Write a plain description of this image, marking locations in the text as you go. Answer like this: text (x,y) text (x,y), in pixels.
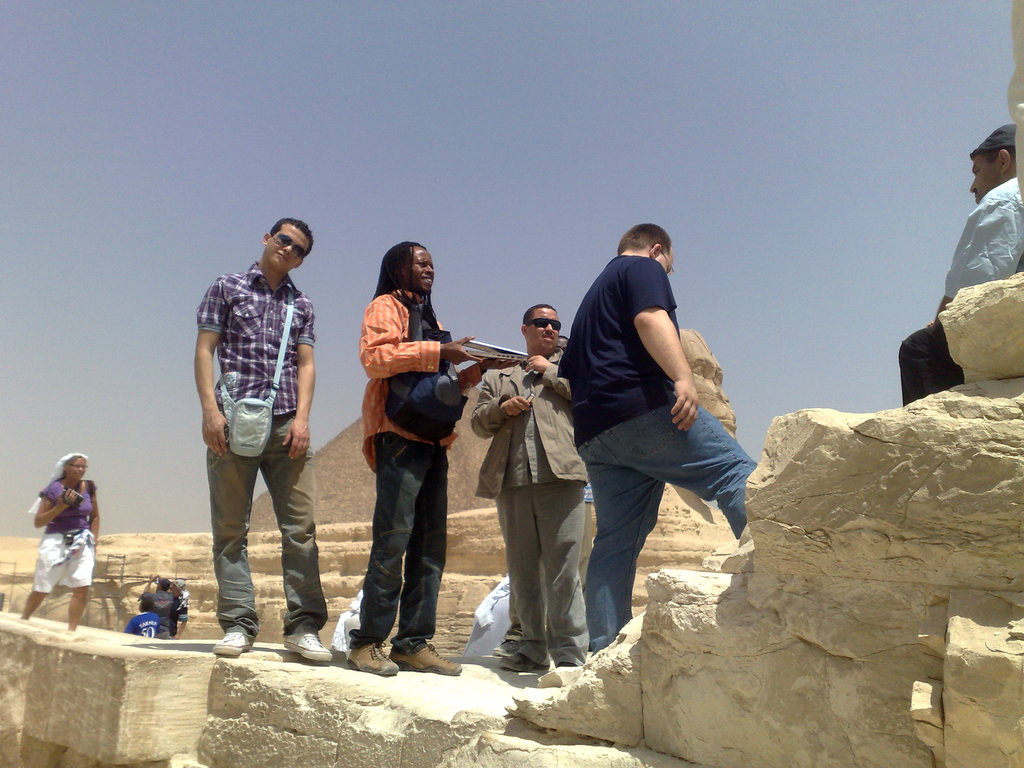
There are people (593,498) standing in the foreground area of the image (550,512) and a person (997,162) sitting on the right side (978,190). There are people (49,559), pyramid structure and sky (565,250) in the background (543,281).
